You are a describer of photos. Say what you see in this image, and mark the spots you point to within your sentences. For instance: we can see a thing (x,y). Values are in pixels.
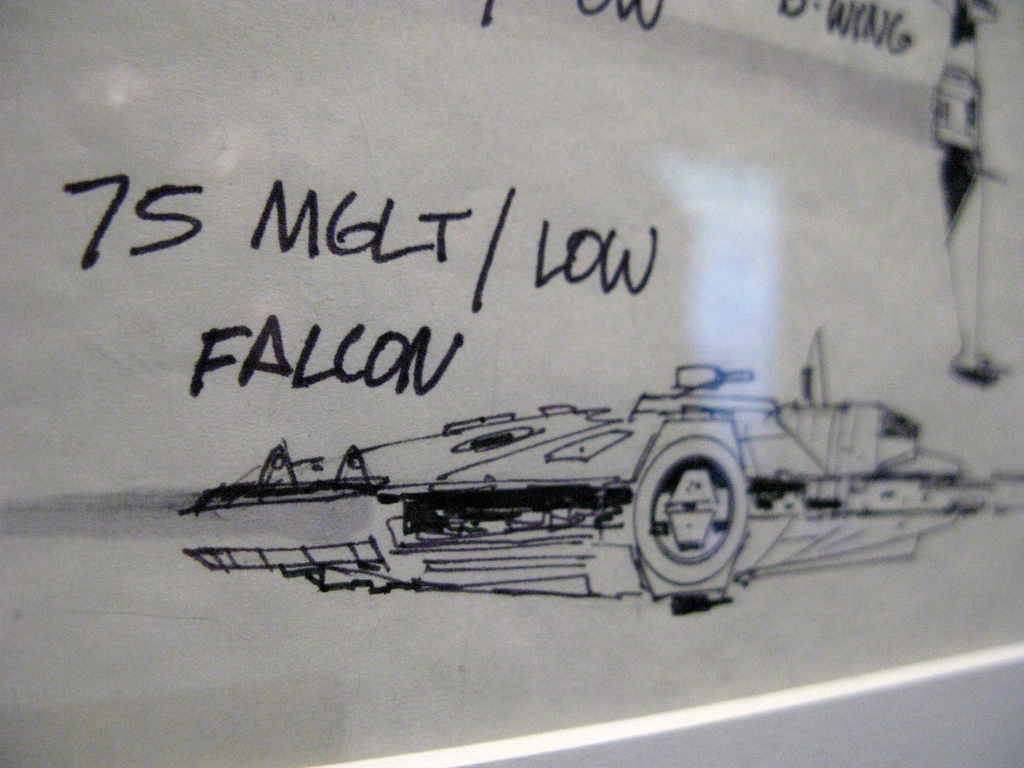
In the picture we can see a white color board (529,552) and written something on it with marker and under it we can see some part of the wall (749,730) which is white in color.
